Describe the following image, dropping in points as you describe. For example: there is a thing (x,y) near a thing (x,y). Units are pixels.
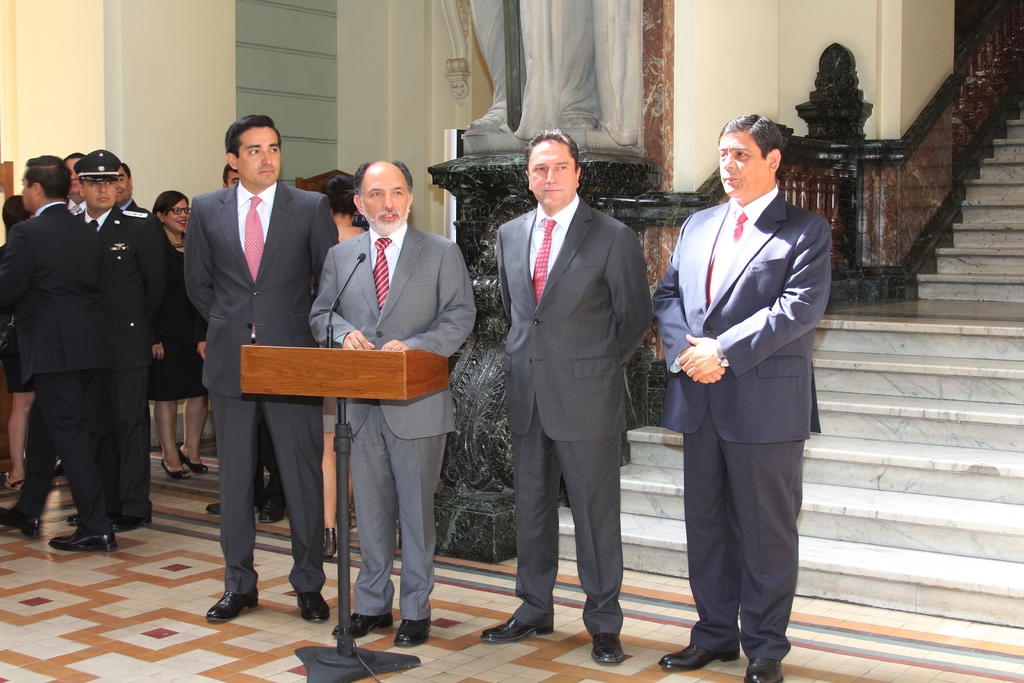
This picture seems to be clicked inside the hall (980,16). In the center (587,238) we can see the group of persons (234,217) wearing suits (266,318) and standing on the floor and we can see a microphone (331,305) and a wooden stand (370,370) with a metal rod (345,442). In the background (155,238) we can see the group of persons (32,228), sculpture (514,94), staircase (904,505), handrail (963,104), wall (739,46) and some other objects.
